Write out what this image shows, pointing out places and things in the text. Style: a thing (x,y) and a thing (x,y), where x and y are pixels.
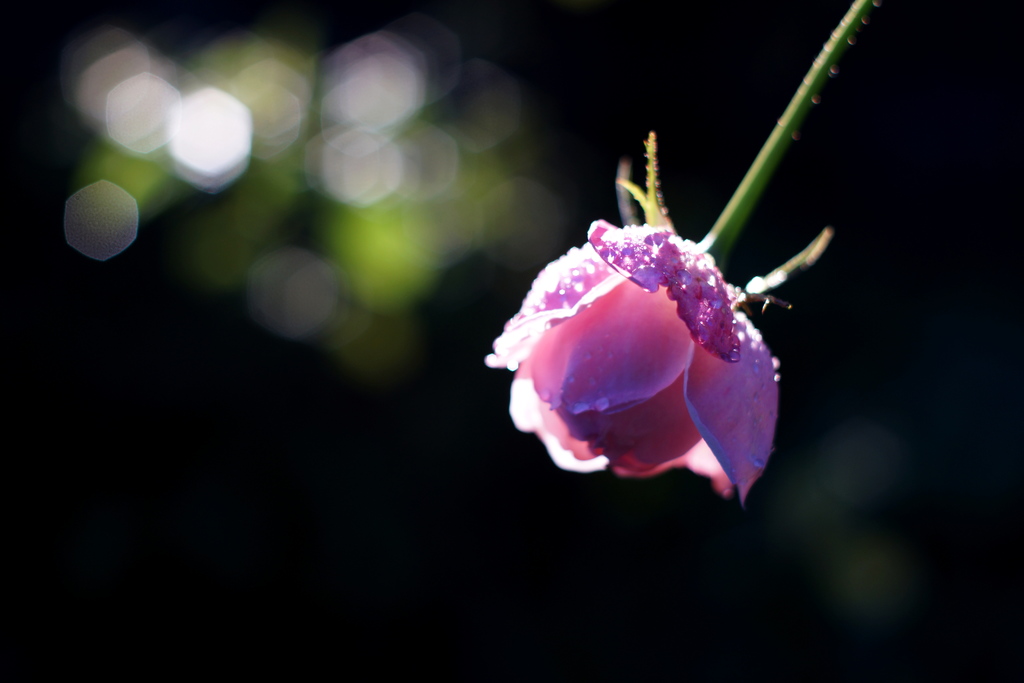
In this image in the front (655,241) there is a flower (659,238) and the background (99,635) is blurry.
